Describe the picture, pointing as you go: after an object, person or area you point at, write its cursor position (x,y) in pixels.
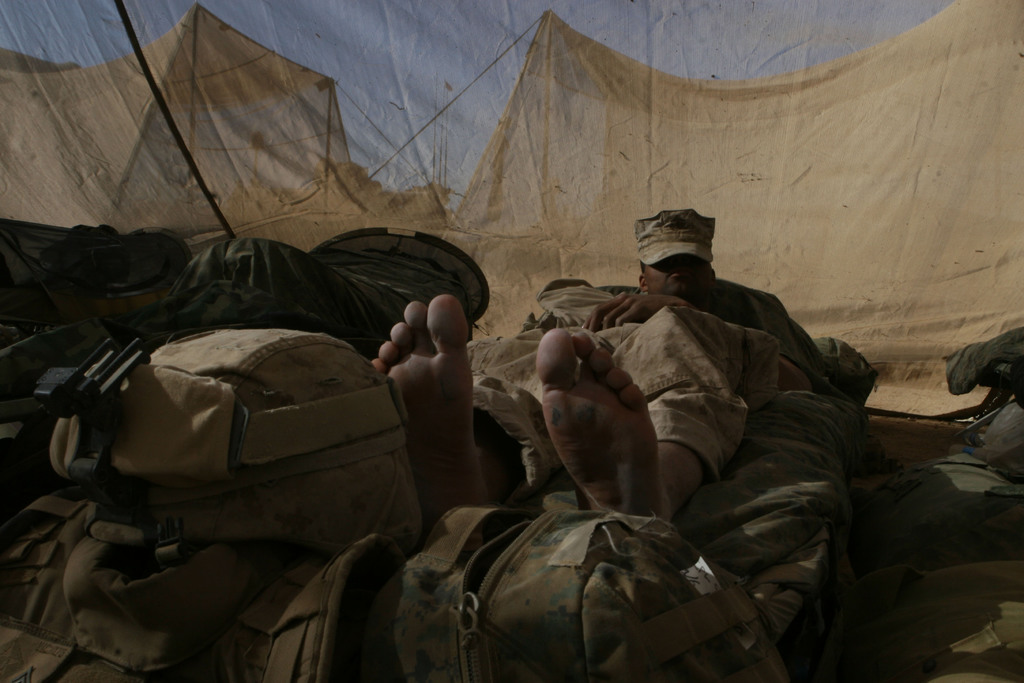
In this picture I can see a man (662,386), there are bags (368,621) at the bottom (411,522). In the background (568,97) there are tents (532,156), at the top (452,69) there is the sky (436,41).
